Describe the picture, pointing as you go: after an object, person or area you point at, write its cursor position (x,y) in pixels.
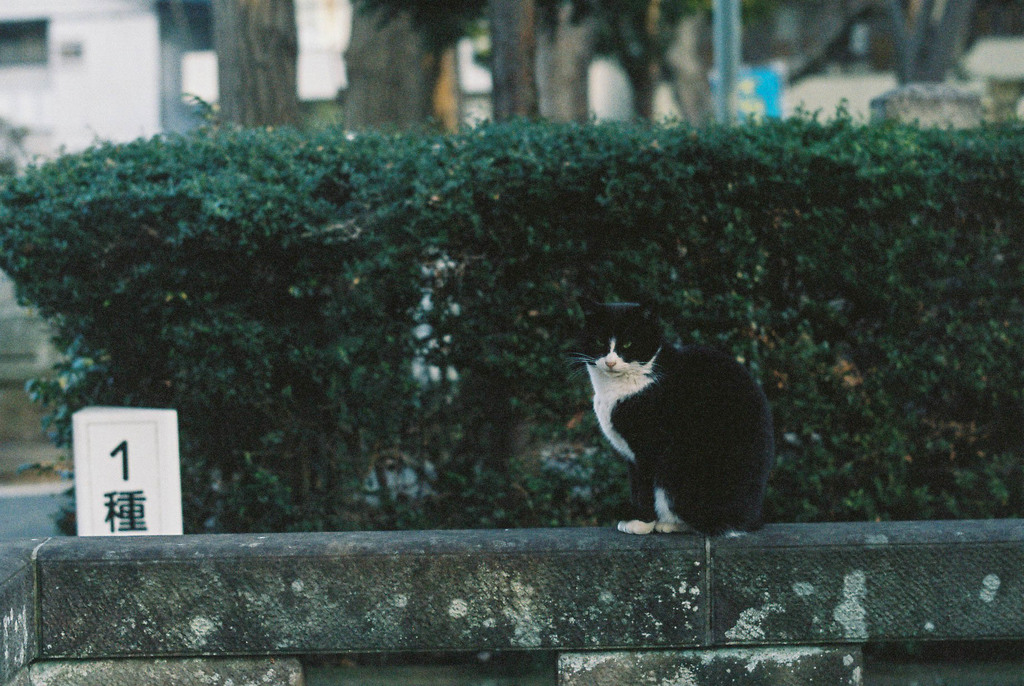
In this image there is a cat (669,416) on a slab (506,539). In the background (414,250) there are trees (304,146), buildings (336,71). Here on a pole (108,466) "1" is written.
